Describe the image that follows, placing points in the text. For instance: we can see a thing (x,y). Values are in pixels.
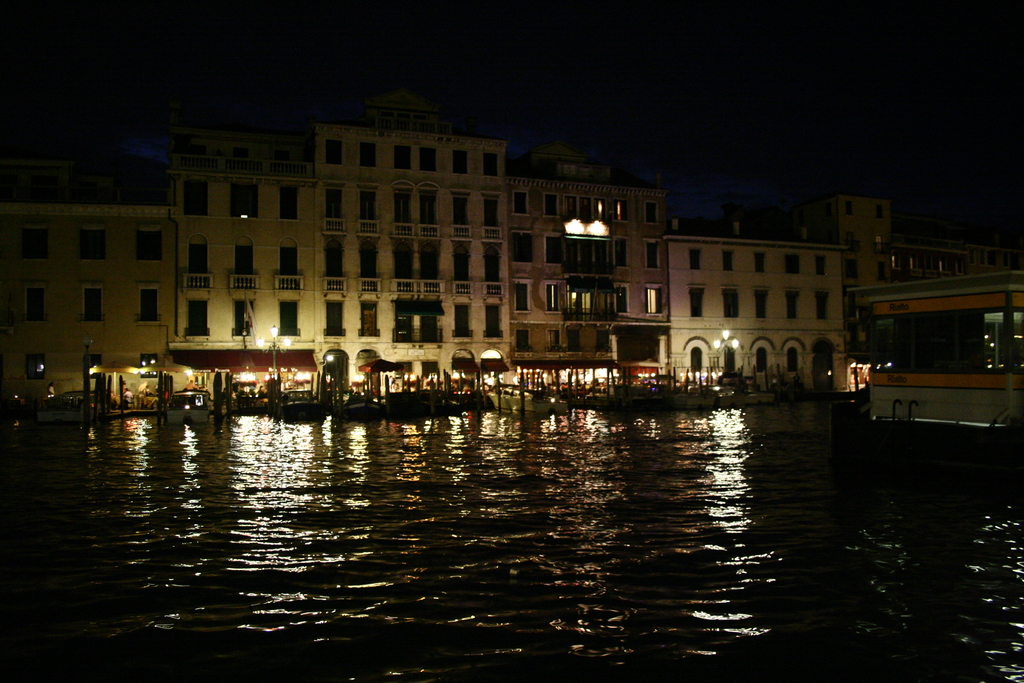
Front we can see water (715,485). Background (514,302) there are buildings (499,302), lights (306,373) and windows (98,299).
